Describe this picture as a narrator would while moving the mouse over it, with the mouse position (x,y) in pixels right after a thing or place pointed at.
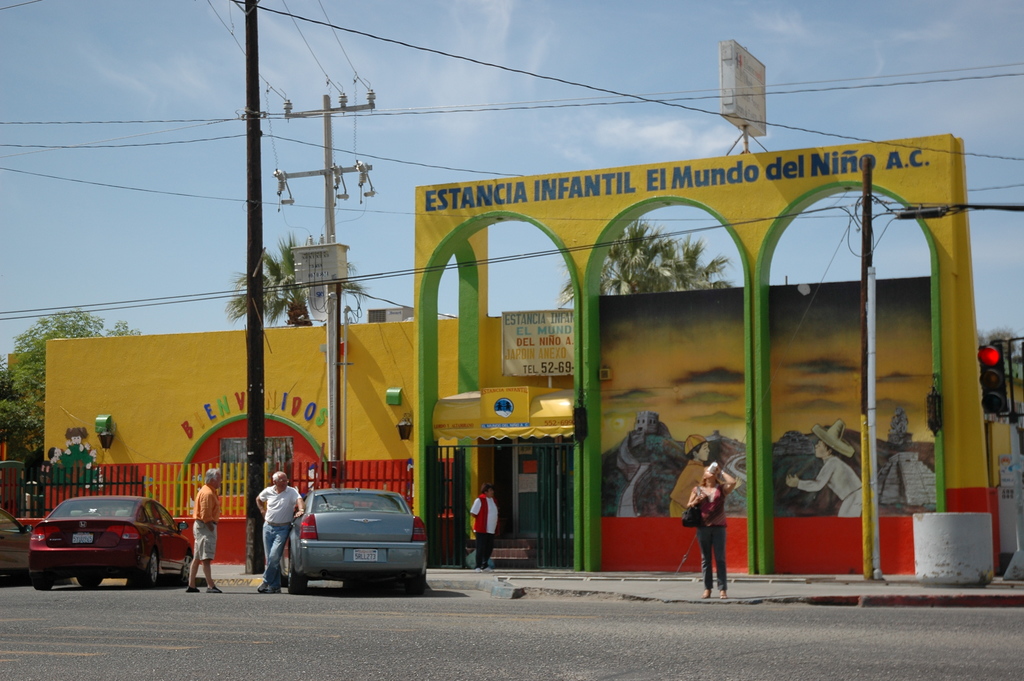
At the center of the image (466,368) there is a building (708,379), in front of the building (220,413) there are two utility poles (335,335) connected with cables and there are a few vehicles (188,572) parked, there are a few people (283,536) standing and walking. At the bottom of the image (437,629) there is a road (444,615). In the background (43,402) there is a tree (31,348) and the sky (495,99). On the right side of the image (1012,394) there is a signal pole (984,368).
